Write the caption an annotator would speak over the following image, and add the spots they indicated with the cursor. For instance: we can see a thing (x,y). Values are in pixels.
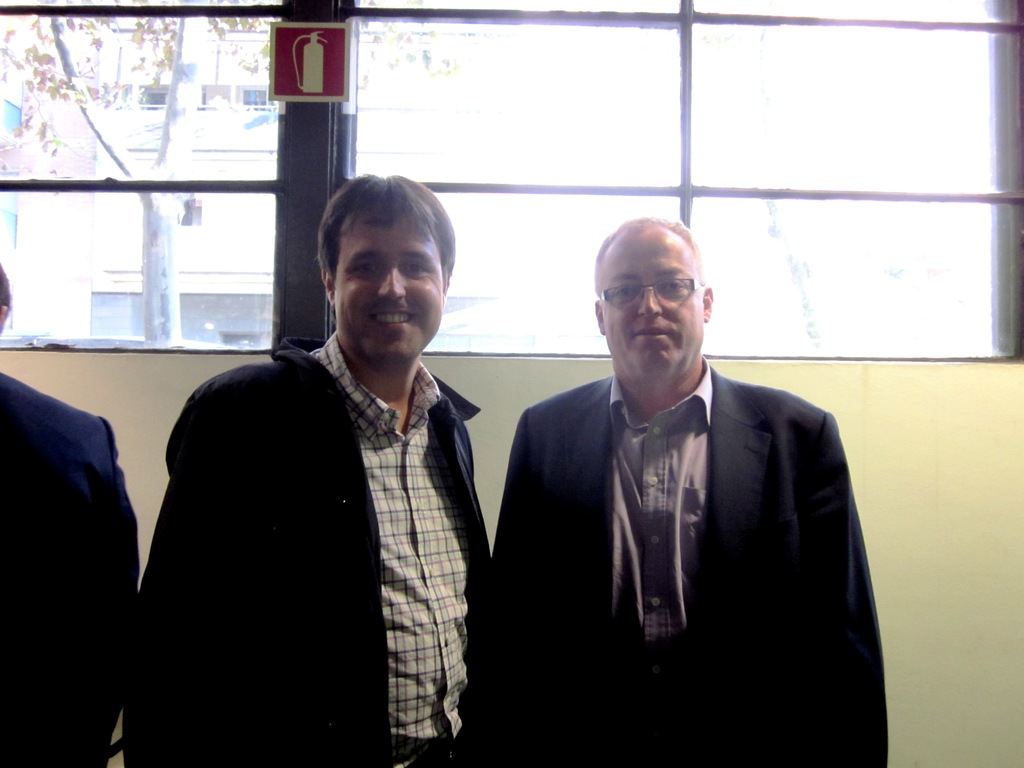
In the image we can see people (388,368) standing, they are wearing clothes (585,397) and two of them are smiling, and the right side person (704,468) is wearing spectacles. Here we can see the wall (932,484) and the glass window (832,251), and out of the window (138,69) we can see a trees (153,194).
